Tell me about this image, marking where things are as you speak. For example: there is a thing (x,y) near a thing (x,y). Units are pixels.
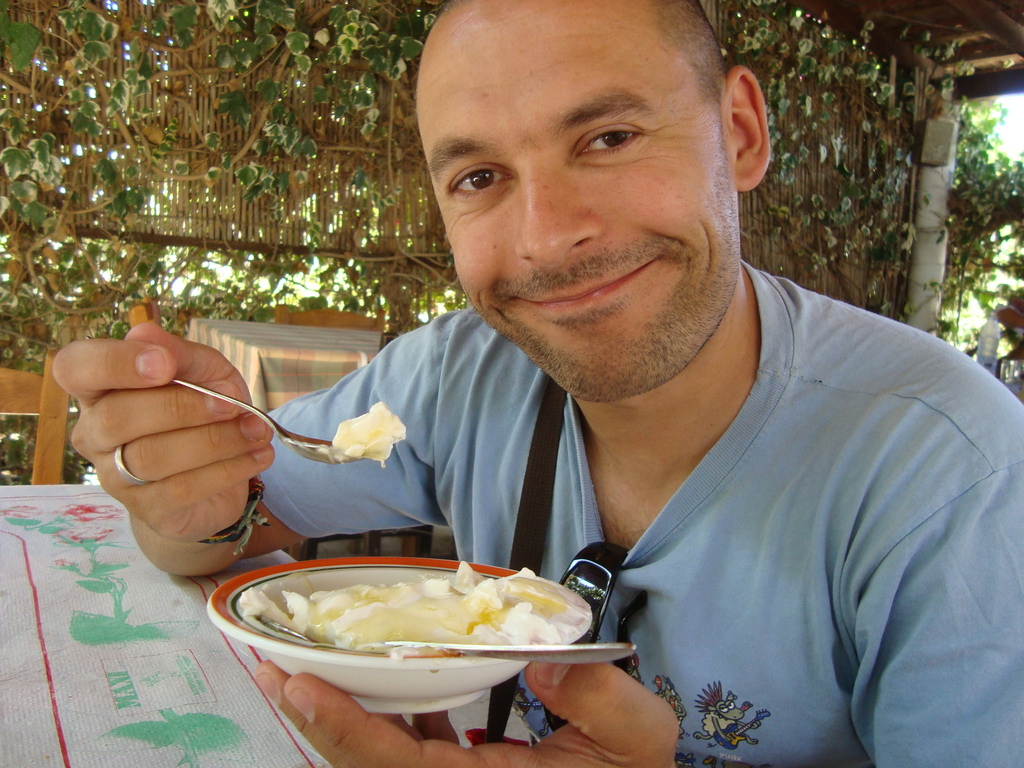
In the image there is a man (623,402), he is holding a bowl (396,671) containing some food item (470,597) with one hand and a spoon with another hand (253,435). There is a table (180,729) in front of him and behind the table (99,531) there is a chair (44,465). In the background (56,170) there are many plants (386,119).
